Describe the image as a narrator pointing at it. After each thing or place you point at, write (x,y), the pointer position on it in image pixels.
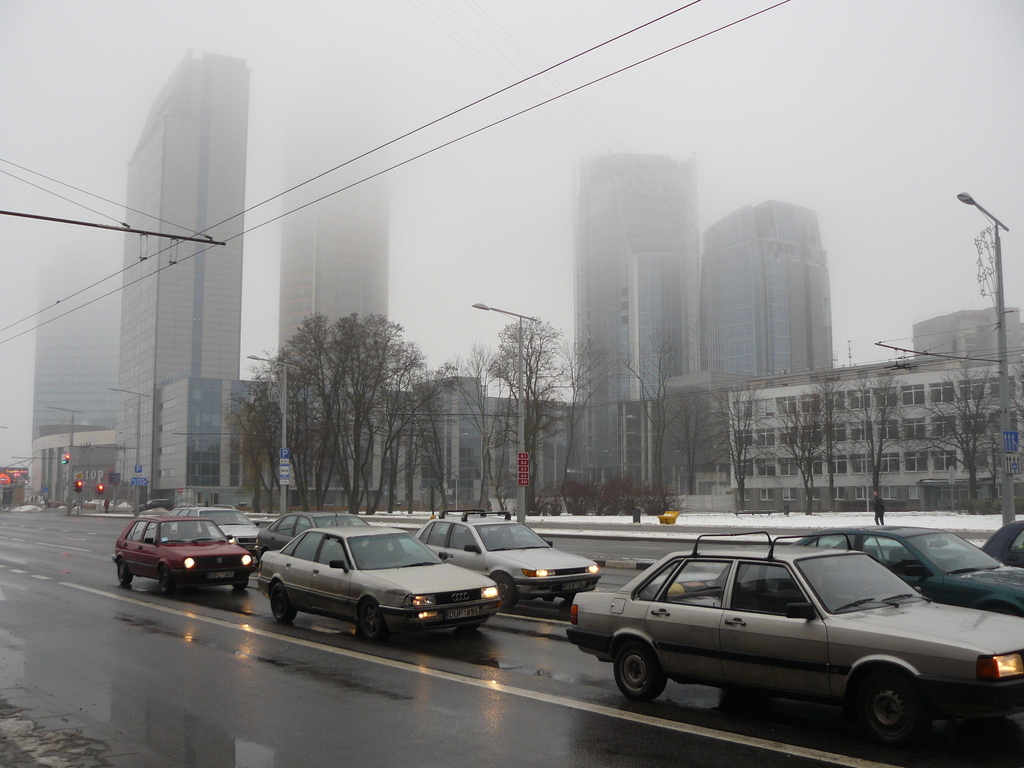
In this image I see the road (392,657) on which there are many cars (512,591) and I see light poles (1006,475) and I see traffic signals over here and I see the wires (955,356). In the background (733,401) I see number of trees (541,421) and number of buildings (454,383) and I see the sky (604,120) and I see the water (121,728) over here.
